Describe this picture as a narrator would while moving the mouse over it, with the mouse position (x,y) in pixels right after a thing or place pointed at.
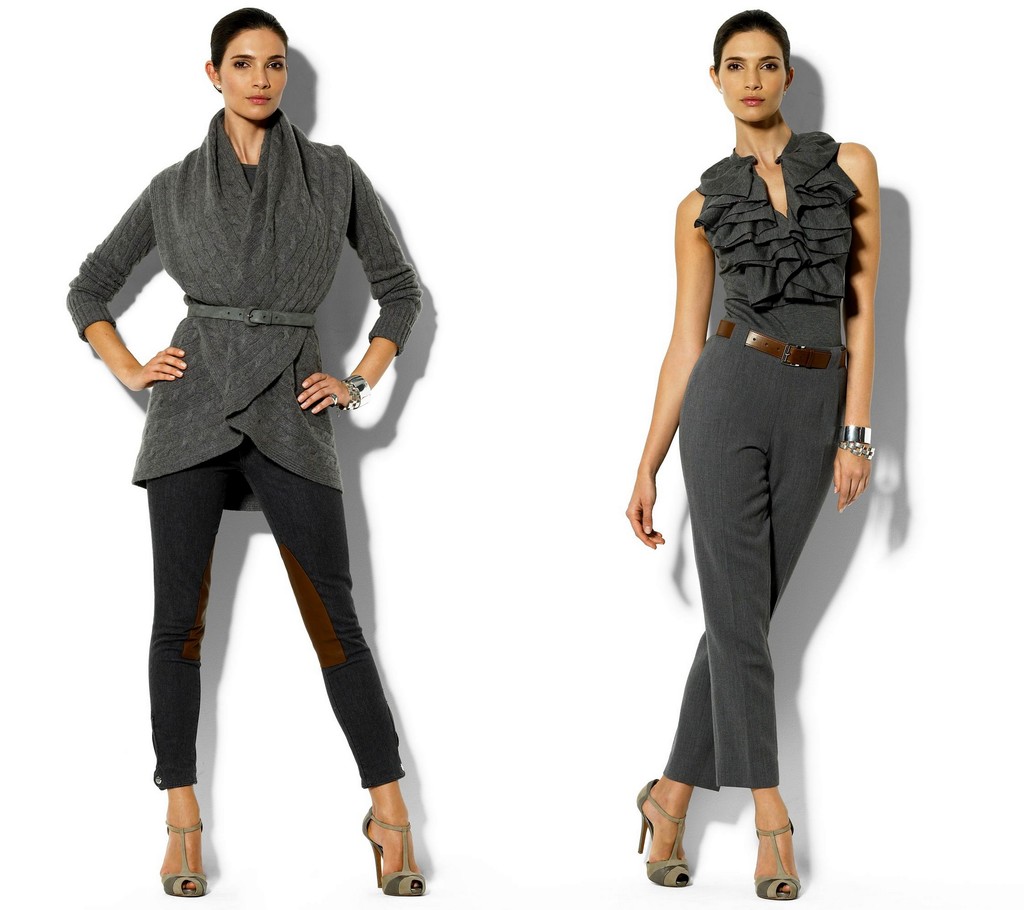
In this image on the right (812,394) there is a woman (772,218), she wears a top (759,251), trouser (771,367), belt (796,359). On the left (242,310) there is a woman (278,352), she wears a jacket (297,353), trouser (178,603).
